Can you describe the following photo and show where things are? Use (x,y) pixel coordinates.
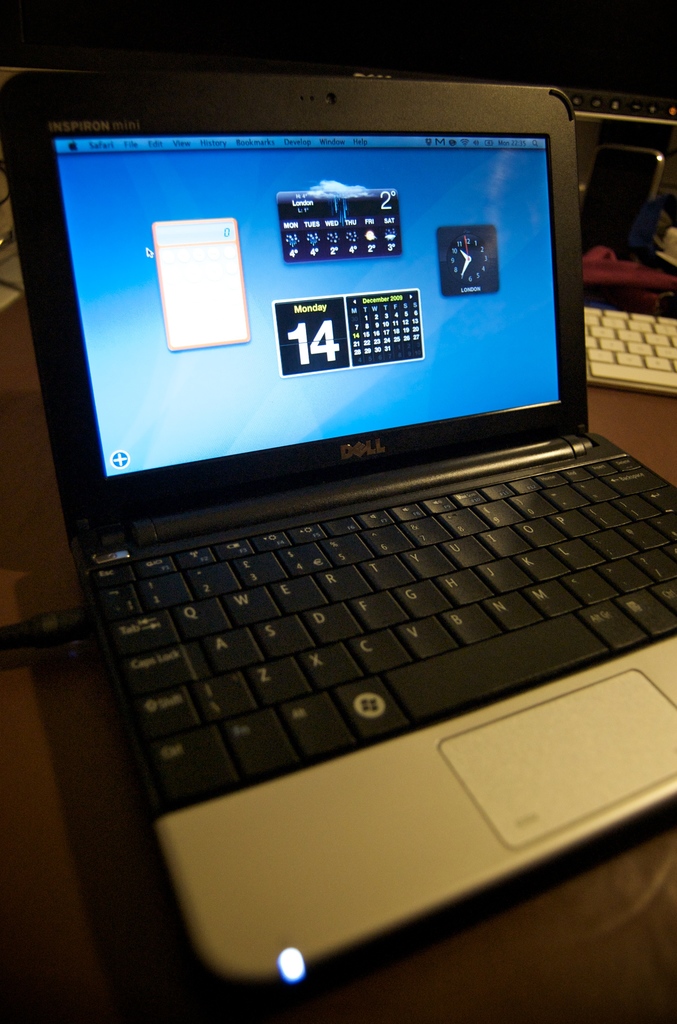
There is a laptop (260,403) on a table (559,943). On the screen (274,334) of the laptop (244,264) we can see some icons (209,258). In the background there is a monitor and a keyboard (620,372) on the table (622,406).
